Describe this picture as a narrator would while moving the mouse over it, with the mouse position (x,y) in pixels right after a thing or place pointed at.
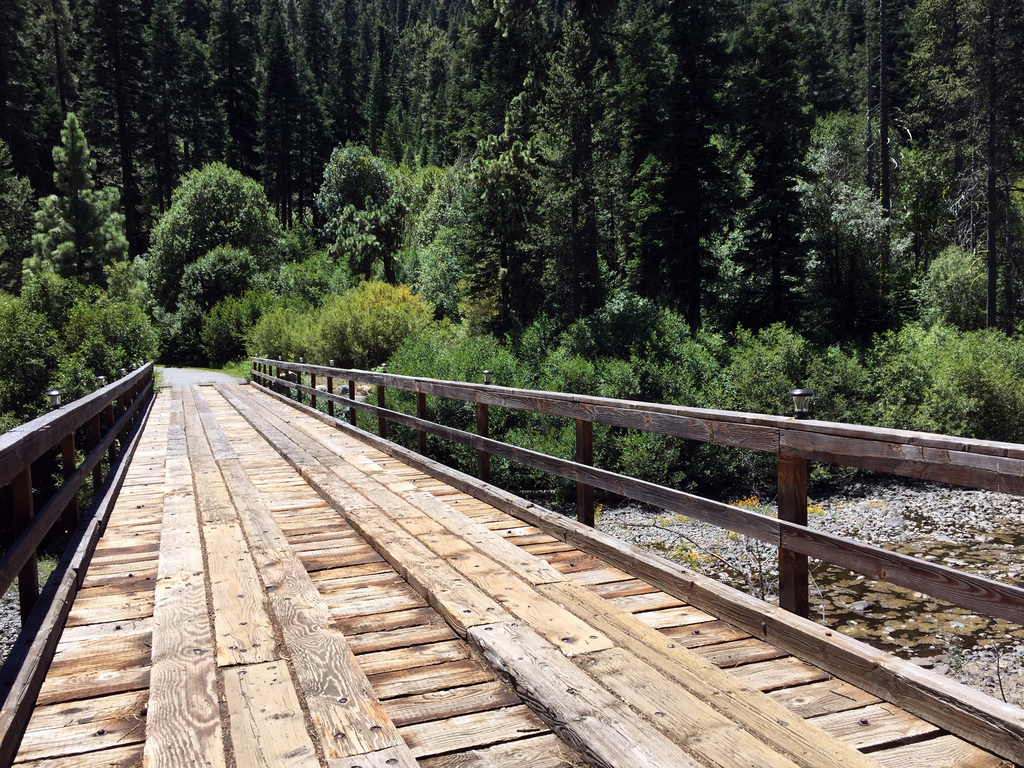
In this image we can see a bridge (355,546) and plants (382,323). In the background (586,210) there are trees (625,185).
